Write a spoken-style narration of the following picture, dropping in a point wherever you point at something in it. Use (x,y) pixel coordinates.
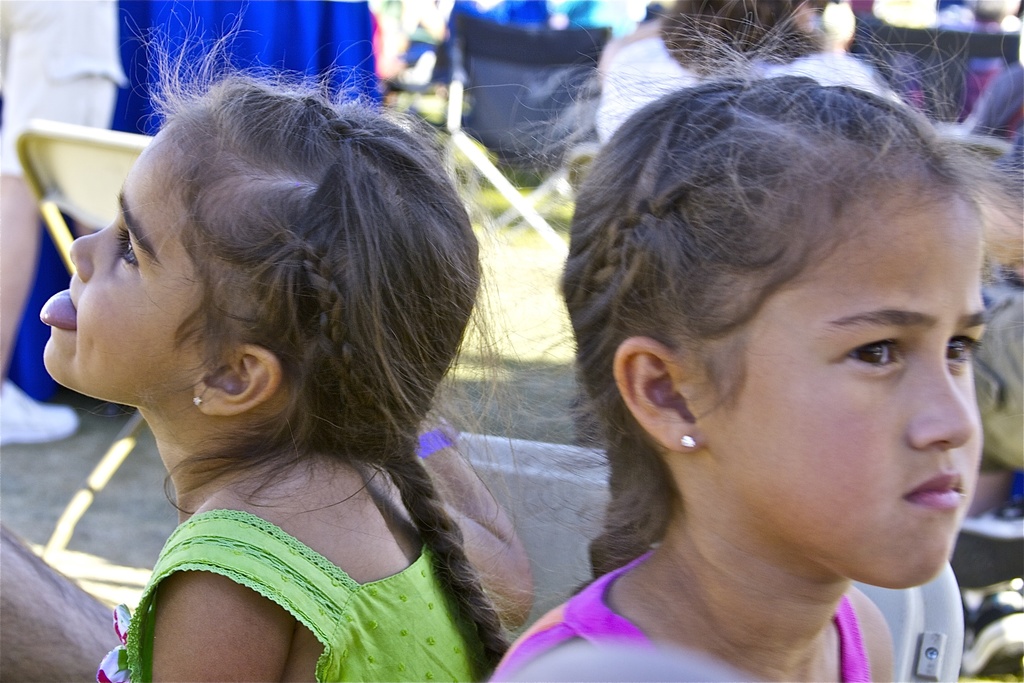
In this image we can see two girls (217,426). In the background (519,45) we can see some chairs (488,62) present on the ground (526,230). There are also few persons (830,0) visible in the background (918,24).
